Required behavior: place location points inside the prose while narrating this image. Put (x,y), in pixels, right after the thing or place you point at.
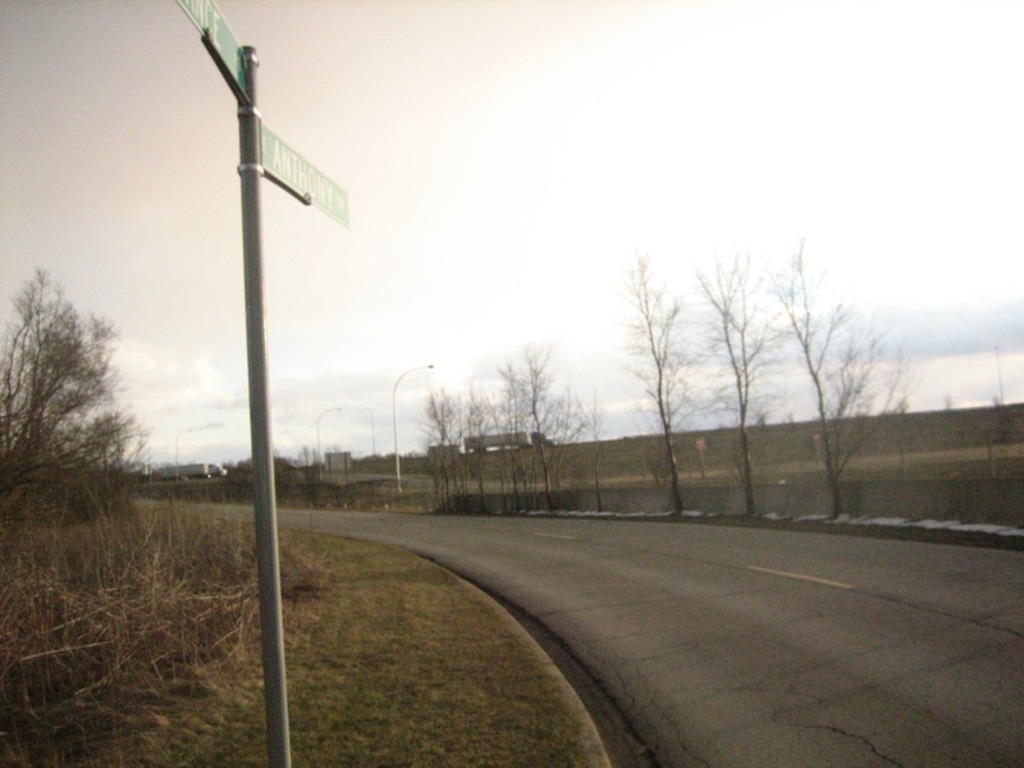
In the foreground of the image (269,160) we can see sign boards (228,54) with some text (301,178) placed on a pole (264,679). In the center of the image (532,450) we can see group of light poles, trees (248,473), vehicles (205,477) parked on the ground (509,459). In the background (378,422), we can see the sky (904,221).
